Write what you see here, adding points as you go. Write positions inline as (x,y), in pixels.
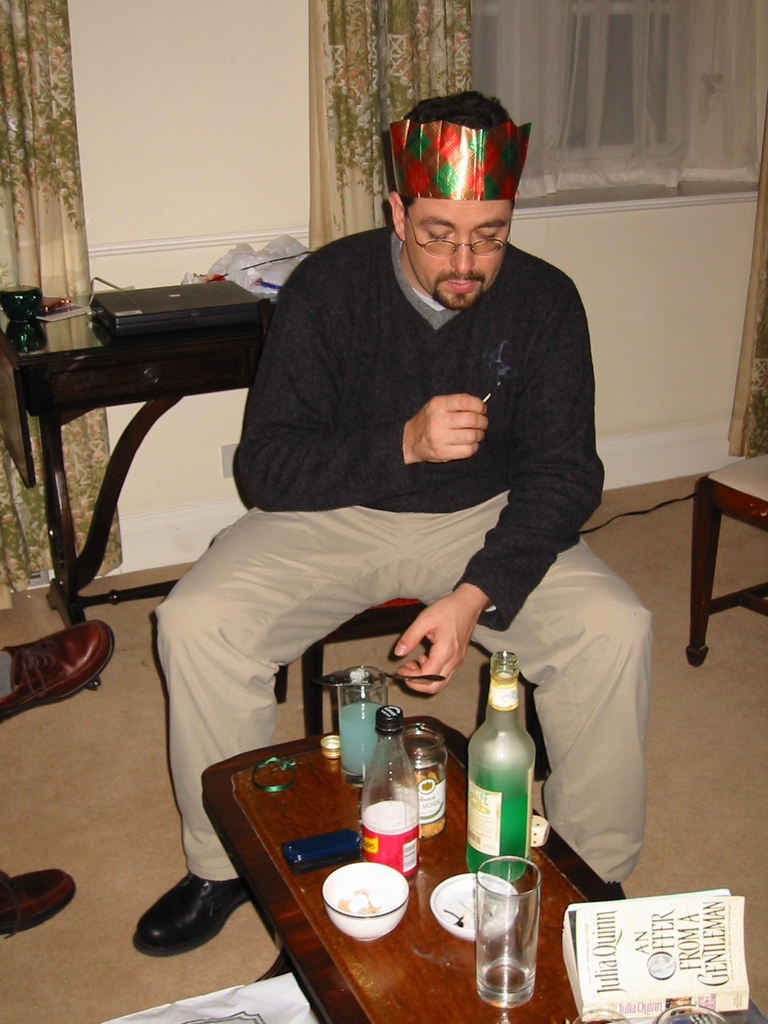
This picture shows an inside view of a room (647,436). In the center (488,356) there is a man (428,359) sitting on stool (355,626). He is wearing a crown (416,153) and holding matchstick (485,397) in his hand (479,398). In front of him there is a table (266,809) and on it there are bottles (405,801), glasses (356,717), bowls (432,898) and a book (653,943). Behind him there is another table (161,361) and on it there is laptop (184,306). There is another person (33,658) at the left corner of the image (29,707) and we can see his legs (55,642). In the background (168,144) there is wall (174,135), window (591,82) and curtains (388,69).
